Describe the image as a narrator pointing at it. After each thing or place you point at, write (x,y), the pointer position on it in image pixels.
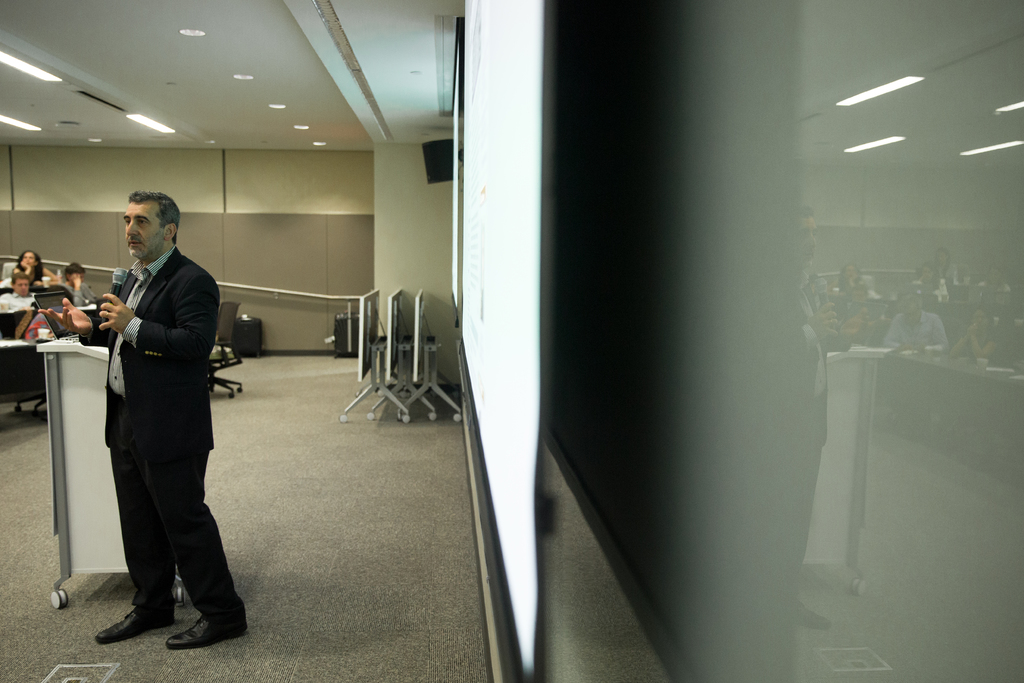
In the foreground of this image (526,187), in the middle (509,279), there are two screens (469,256) on the wall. On the left (175,373), there is a man (175,346) standing and holding a mic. Behind him, there is a laptop (53,333) on a podium (73,378). In the background (79,263), there are few people (12,284) sitting in desks (28,342). We can also see few boards (380,337), chairs (228,334), speaker boxes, railing (297,294), wall (314,202) and the lights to the ceiling (225,39).
